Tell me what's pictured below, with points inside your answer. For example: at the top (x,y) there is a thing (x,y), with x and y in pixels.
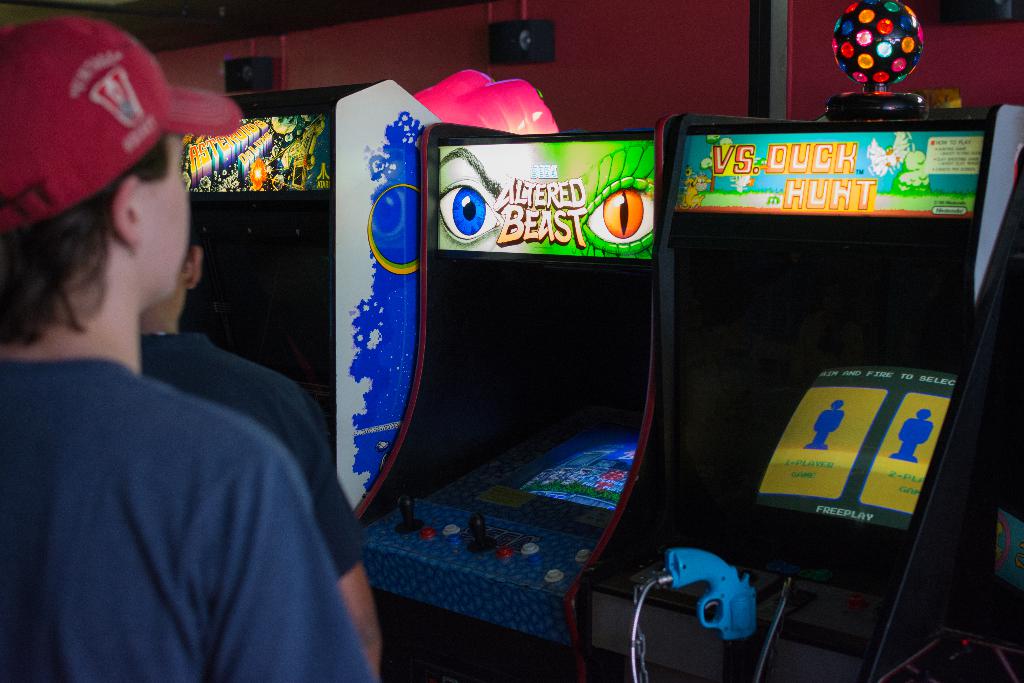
The man (193,533) on the left corner of the picture (158,435) wearing a red cap (124,62) is playing video games. In front of him, we see game boards (666,493). We see boards (525,213) with some text (856,208) written on it. Behind that, we see a wall (634,42) in red color.
